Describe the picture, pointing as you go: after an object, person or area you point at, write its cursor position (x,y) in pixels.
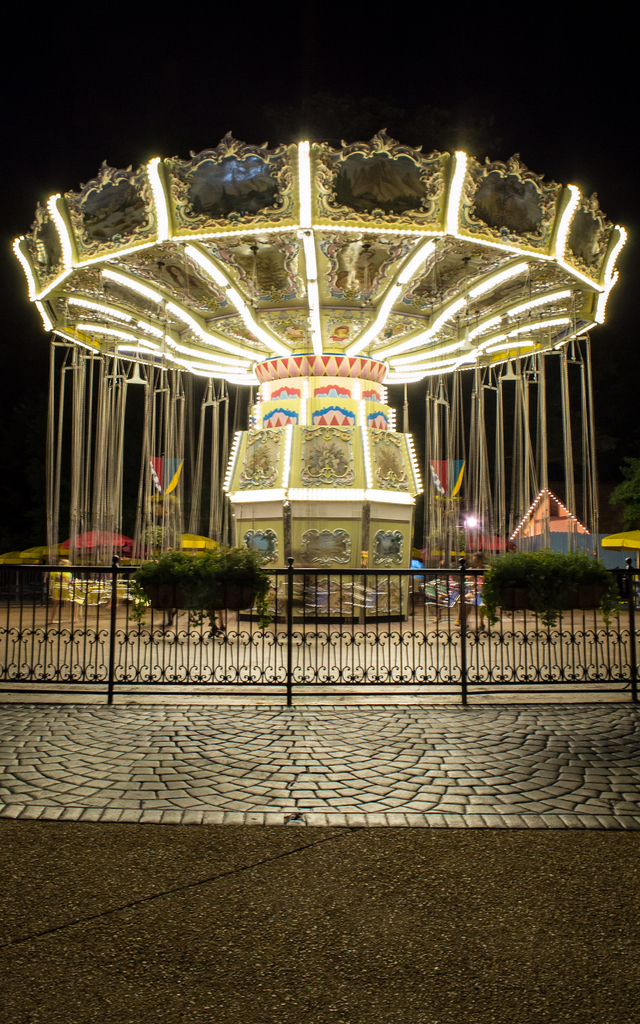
In the center of the image (320,407) we can see a fun ride (275,454) decorated with lights (65,236). At the bottom (178,686) we can see a fence (432,615) and a road (305,885).
